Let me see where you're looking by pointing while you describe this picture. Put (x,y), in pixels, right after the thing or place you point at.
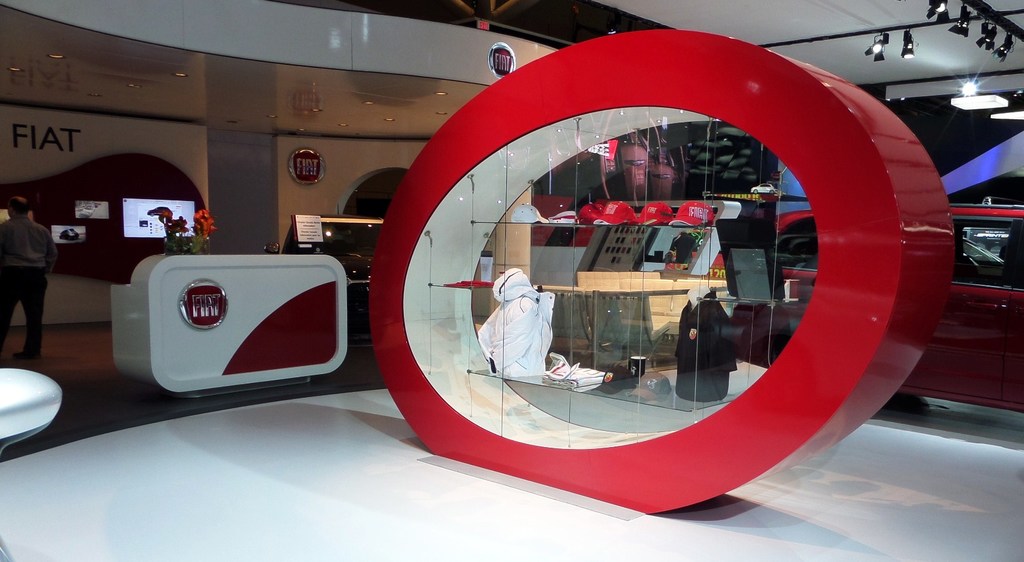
This is an inside view of a hall (18,99). On the left side (48,239), I can see a person (19,259) standing. At the back of him I can see few screens (124,203) are attached to the wall (142,168) and also there is a table (144,300) on which a house plant (188,237) is placed. In the background (973,303), I can see few machines (968,285) which are placed on the floor (975,417). At the top (966,91), I can see few lights (993,31) which are attached to a metal rod (972,4).
